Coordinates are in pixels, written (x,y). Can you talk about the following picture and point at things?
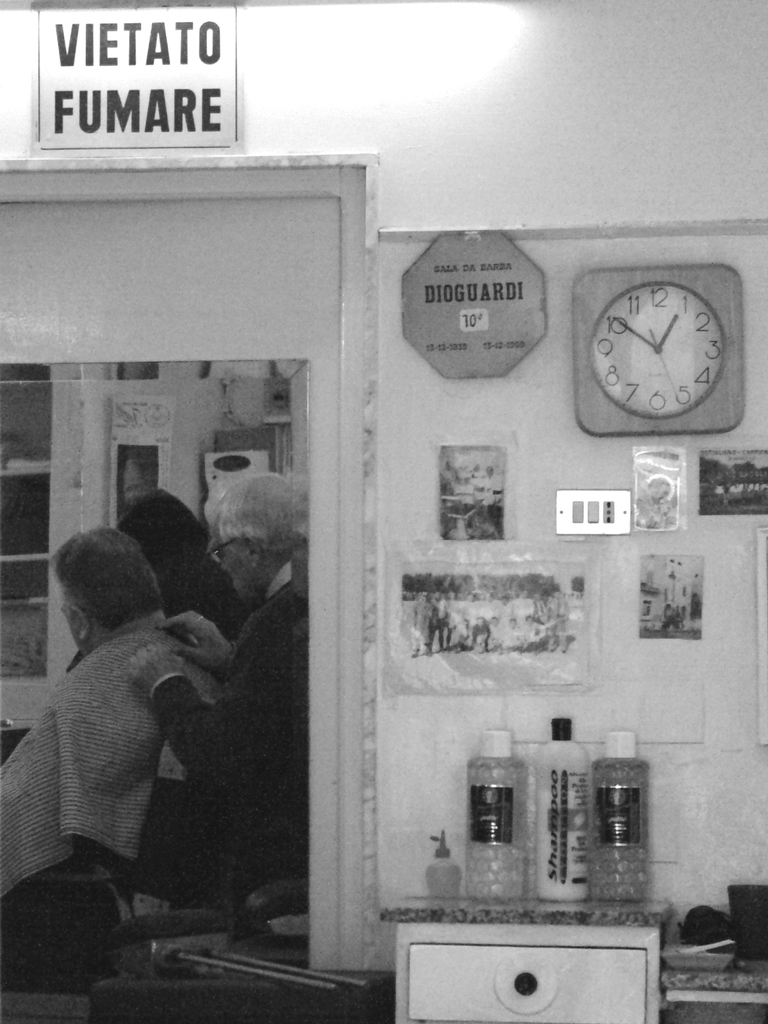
This is the black and white image where we can see photo frames (514,617) and socket (625,504) on the wall (606,478). Here we can see bottles (552,781) kept on the wooden drawer (422,902) and a mirror (200,752) through which we can see this person (154,759) is sitting on the chair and this person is standing.
